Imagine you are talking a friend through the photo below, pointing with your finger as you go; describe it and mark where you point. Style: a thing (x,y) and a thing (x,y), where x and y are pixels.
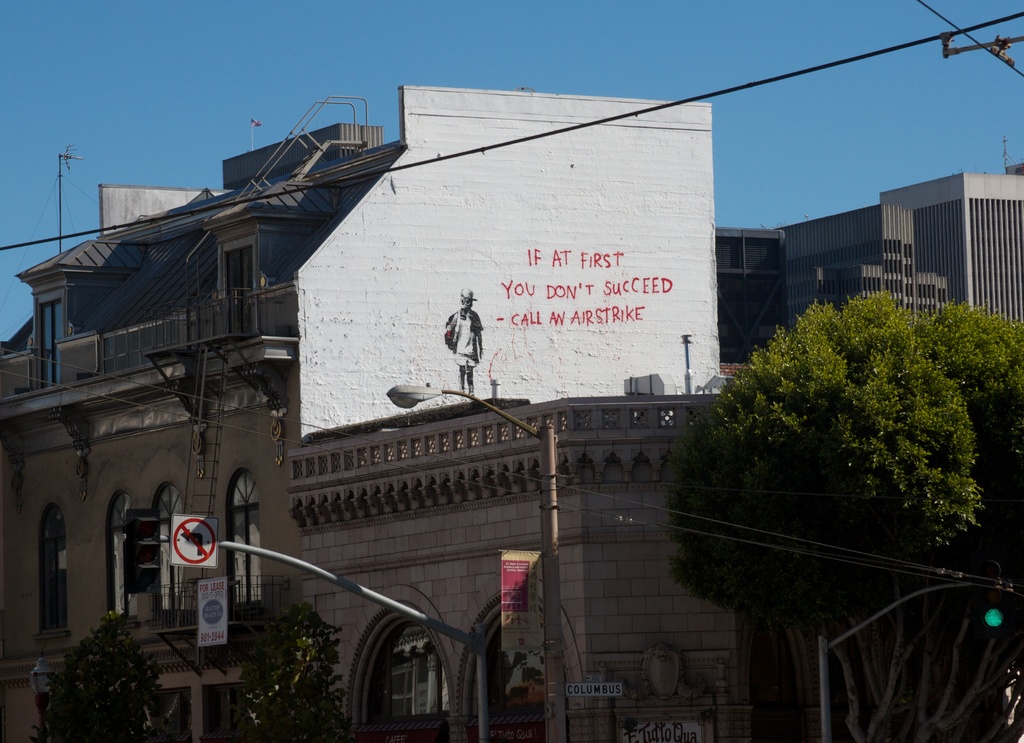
In this picture there are two poles (547,537) in the center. Behind them there is a building (562,361) with some text (505,285) and a picture (477,324). At the bottom (317,702) and at the bottom right (931,577), there are trees (842,655). On the top (399,69) there is a sky (735,43) and a wire (766,82).
